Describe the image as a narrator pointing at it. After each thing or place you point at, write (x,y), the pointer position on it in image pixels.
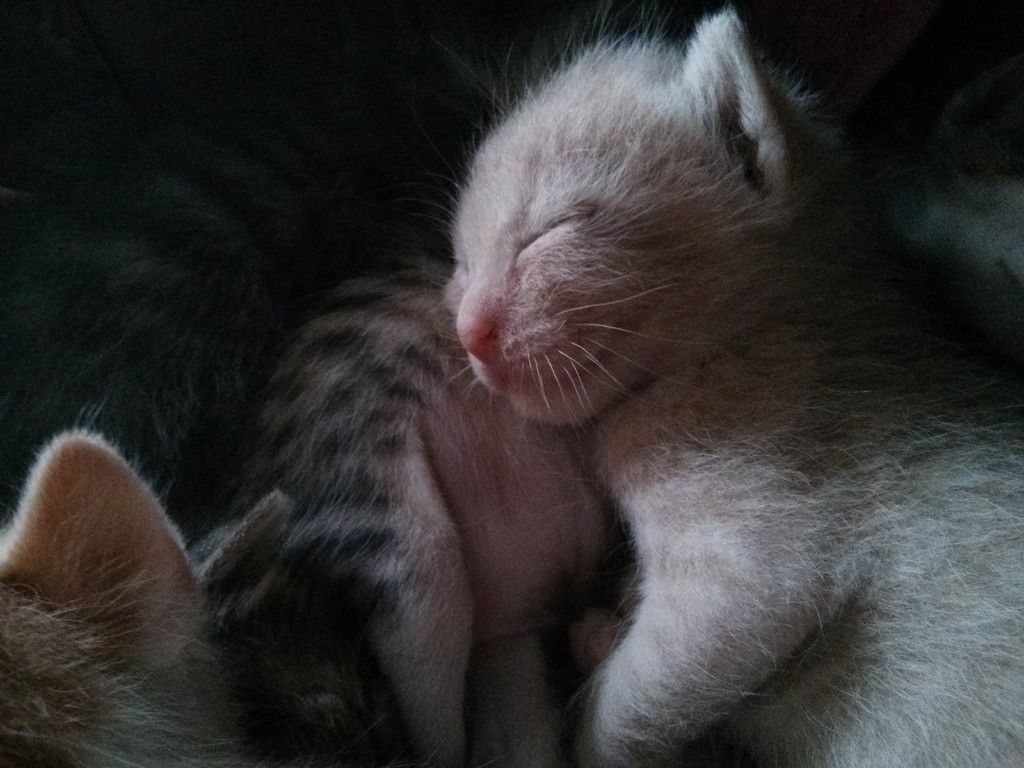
In the image there are cats (316,331) sleeping.
